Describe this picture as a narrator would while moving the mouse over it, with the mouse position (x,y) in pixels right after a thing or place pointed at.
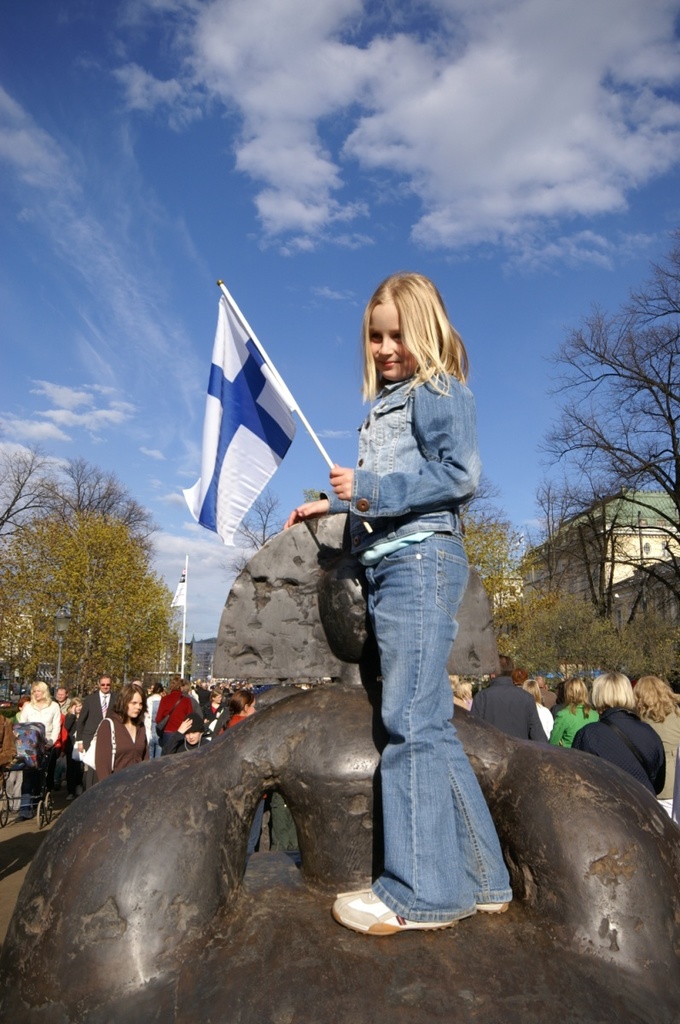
In this image I can see a girl (386,522) is holding a flag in the hand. In the background (301,441) I can see people (584,719), trees (133,624) and the sky (222,594). Here I can see building (606,578) and a flag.
